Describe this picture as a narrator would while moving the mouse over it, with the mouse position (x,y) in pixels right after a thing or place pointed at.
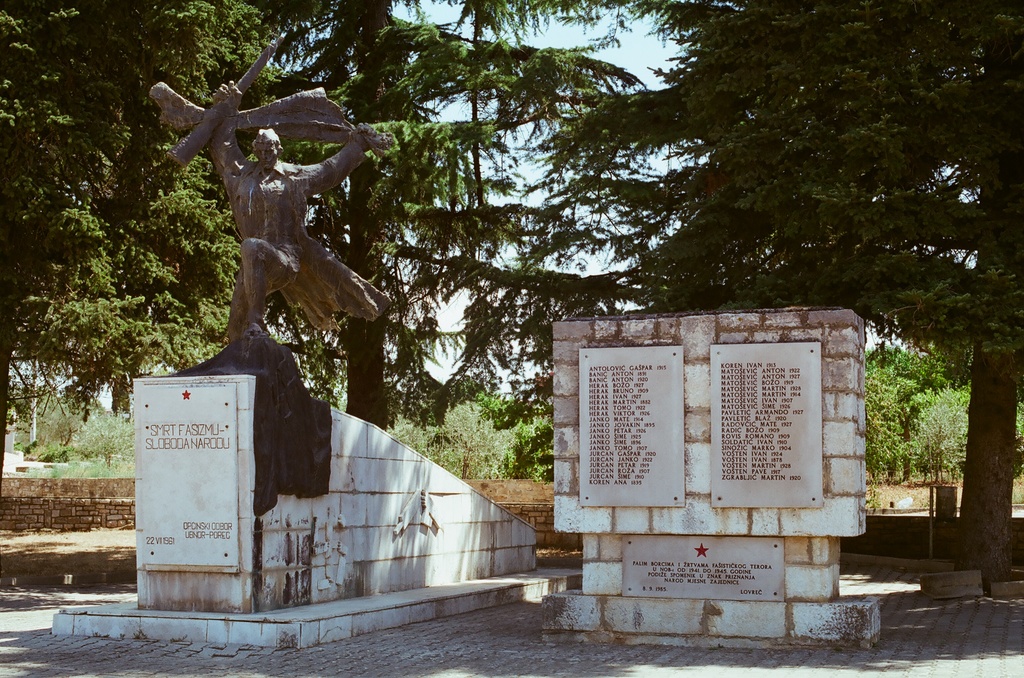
As we can see in the image there is a statue (307,301), trees (884,58), sky (665,53), plants (963,437) and white color tiles (491,544).
